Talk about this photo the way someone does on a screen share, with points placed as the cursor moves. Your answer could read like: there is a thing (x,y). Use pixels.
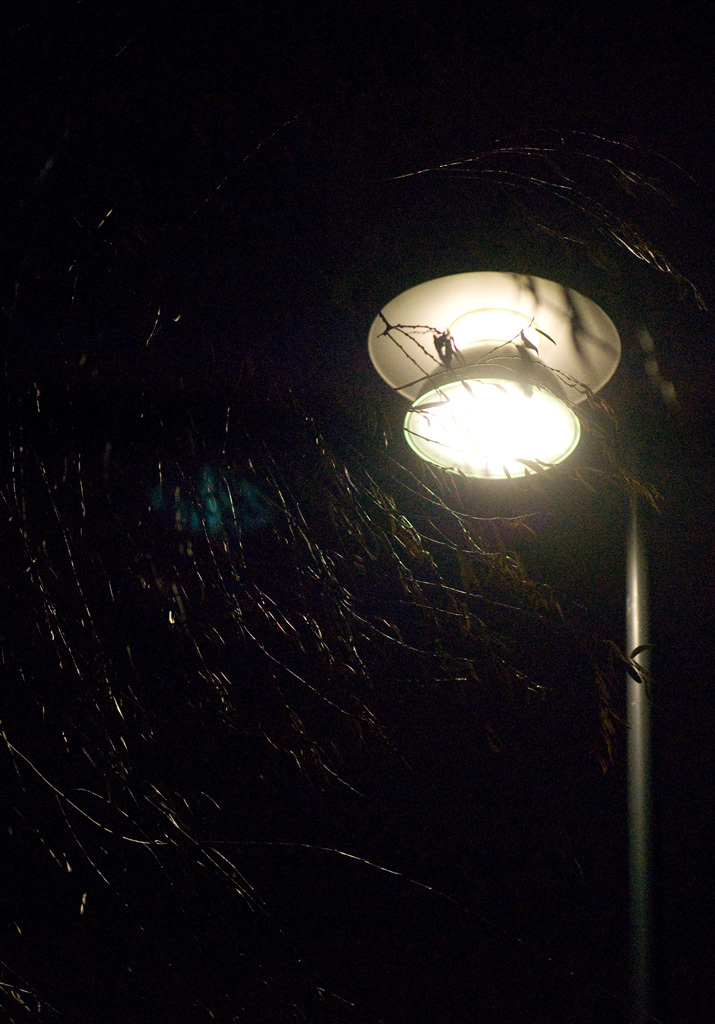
In this image we can see a street light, pole (634,555) and few trees (261,510).
